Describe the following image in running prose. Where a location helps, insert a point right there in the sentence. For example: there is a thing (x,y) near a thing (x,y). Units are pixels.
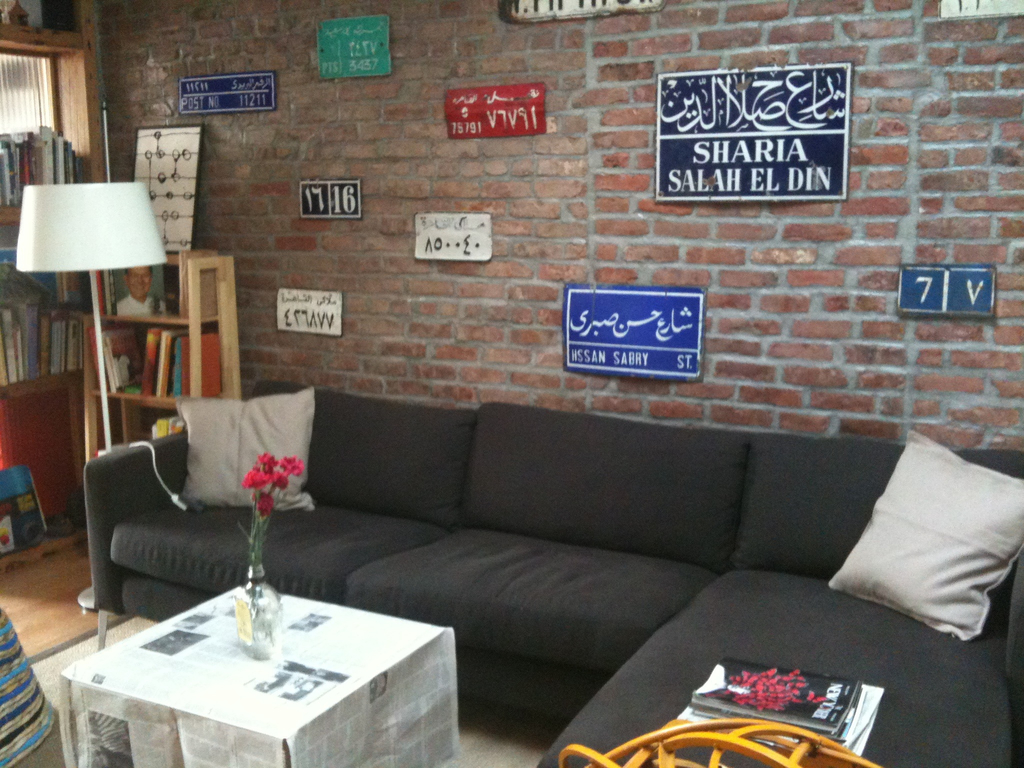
Here you can see a black color sofa (644,553) and a white color pillows (957,545) on it. In front of the sofa (365,590) there is a table (244,693) and a flower vase (243,593) on it. To the left corner (51,379) there is a book cupboard (25,195). We can also see a lamp (92,235). And we can see a brick wall (546,168) and some posters (741,153) on it. You can see some books (781,690) on sofa (804,659).
